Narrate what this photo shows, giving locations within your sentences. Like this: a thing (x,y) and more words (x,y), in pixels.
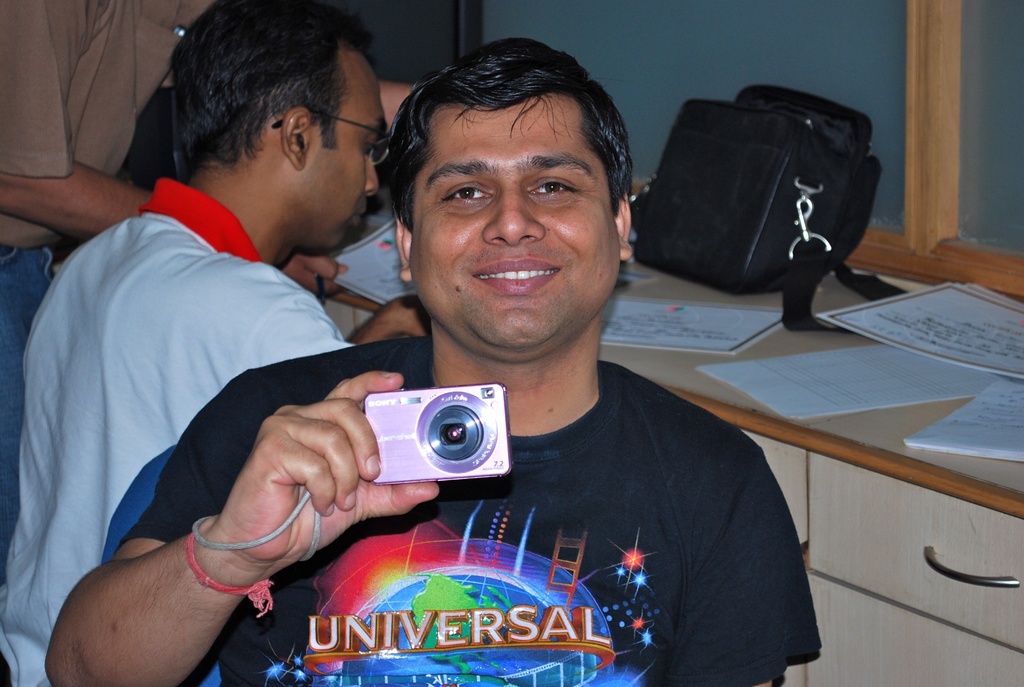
In the foreground of this picture (502,429), there is a man (520,568) in black T shirt (556,582) holding a camera (460,406) and having smile on his face (591,268). Behind him there are two men (347,213) near a desk (851,424) on which certificates (963,335), papers (812,386) and a bag (772,190) is placed on it. In the background (759,39), there is a wall (881,67).
